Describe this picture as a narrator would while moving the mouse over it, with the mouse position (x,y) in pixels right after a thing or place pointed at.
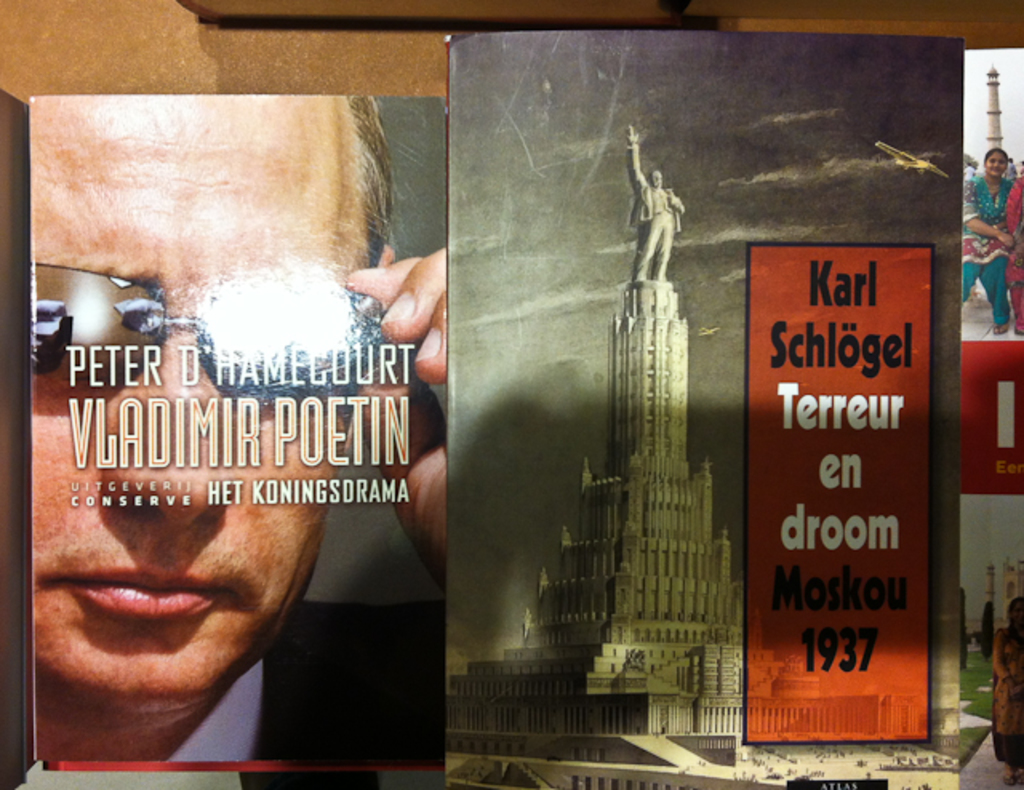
In the image there are book covers (505,252) with pictures (620,257) of statues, women (1021,724), men (118,580) and text (201,456) on it in front of wall (180,43).
